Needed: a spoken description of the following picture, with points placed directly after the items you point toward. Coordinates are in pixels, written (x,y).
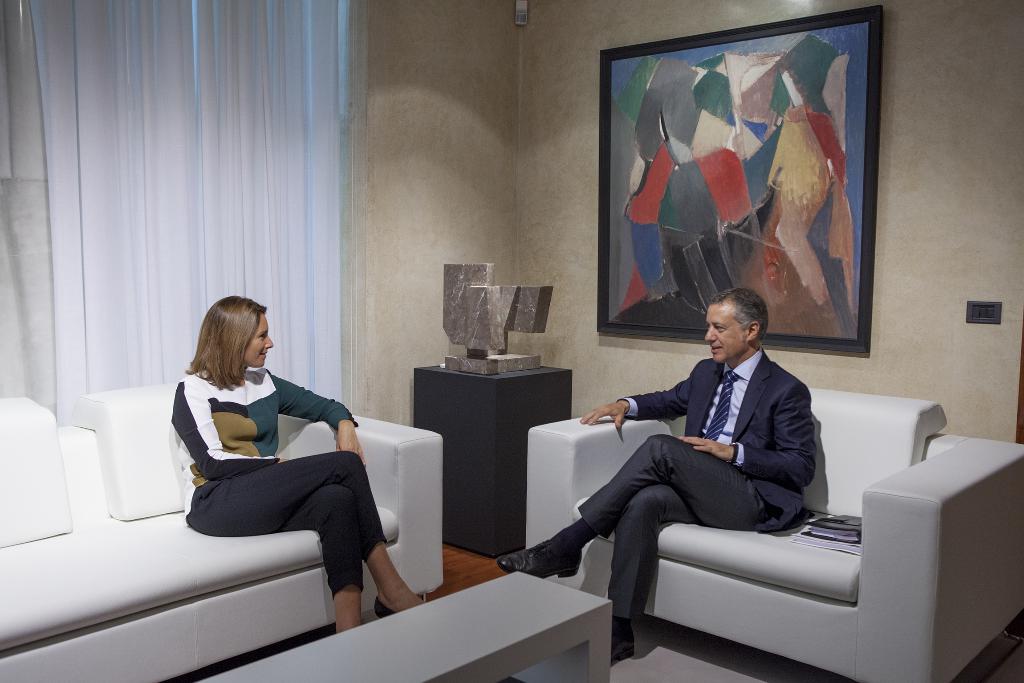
This image is clicked in a room (480,567) there are two sofas (772,563) in the middle of the room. Man (715,388) is sitting on the right side (687,434) and woman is sitting on the left side (328,525). Woman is wearing black pant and multi colored shirt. Man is wearing blazer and black pant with a tie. There is also a book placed beside man (733,390). There is wall painting (668,154) on the right side (694,206) and on the top of the man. Behind woman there is a curtain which is in white color, there is also a table (307,674) in front of them.
